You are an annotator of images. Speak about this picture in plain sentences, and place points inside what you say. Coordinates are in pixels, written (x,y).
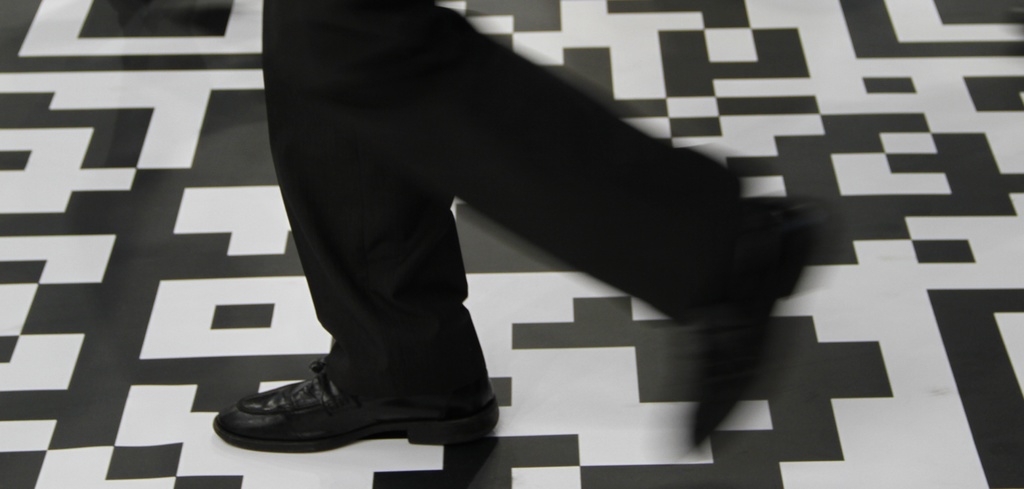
In this image we can see person's legs (688,230) on the floor (221,287).
